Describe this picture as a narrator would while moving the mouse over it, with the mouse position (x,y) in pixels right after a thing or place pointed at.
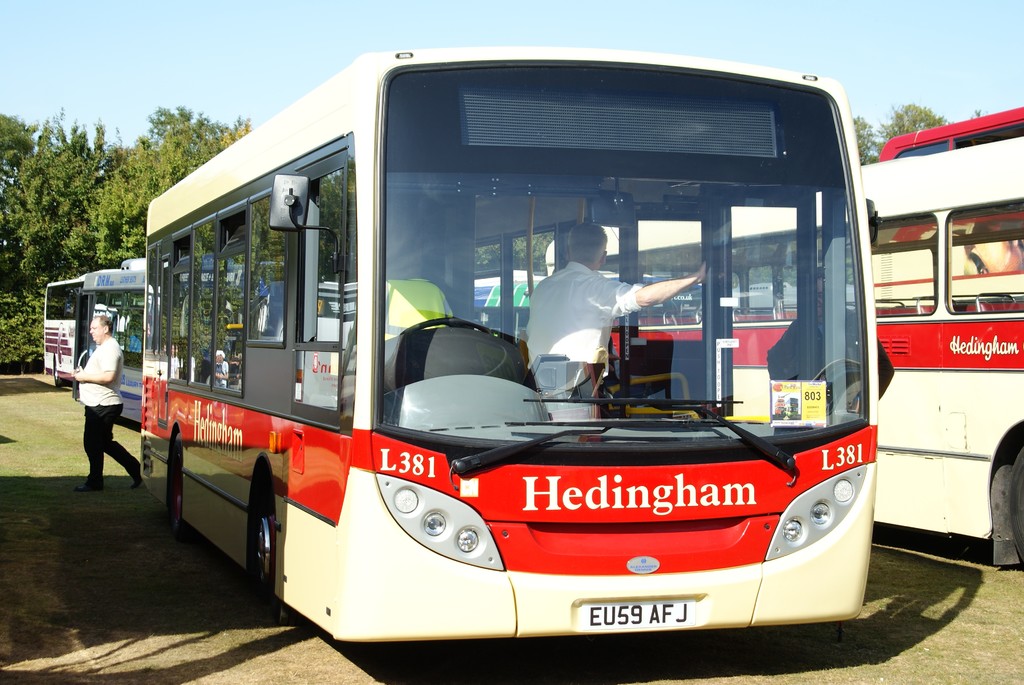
In the foreground of this image (882,505), there are buses (552,580) on the grass (287,628) behind it there is a man (108,386) walking and in the background (126,212), there are trees (127,251), buses (73,286) and the sky (171,62).
